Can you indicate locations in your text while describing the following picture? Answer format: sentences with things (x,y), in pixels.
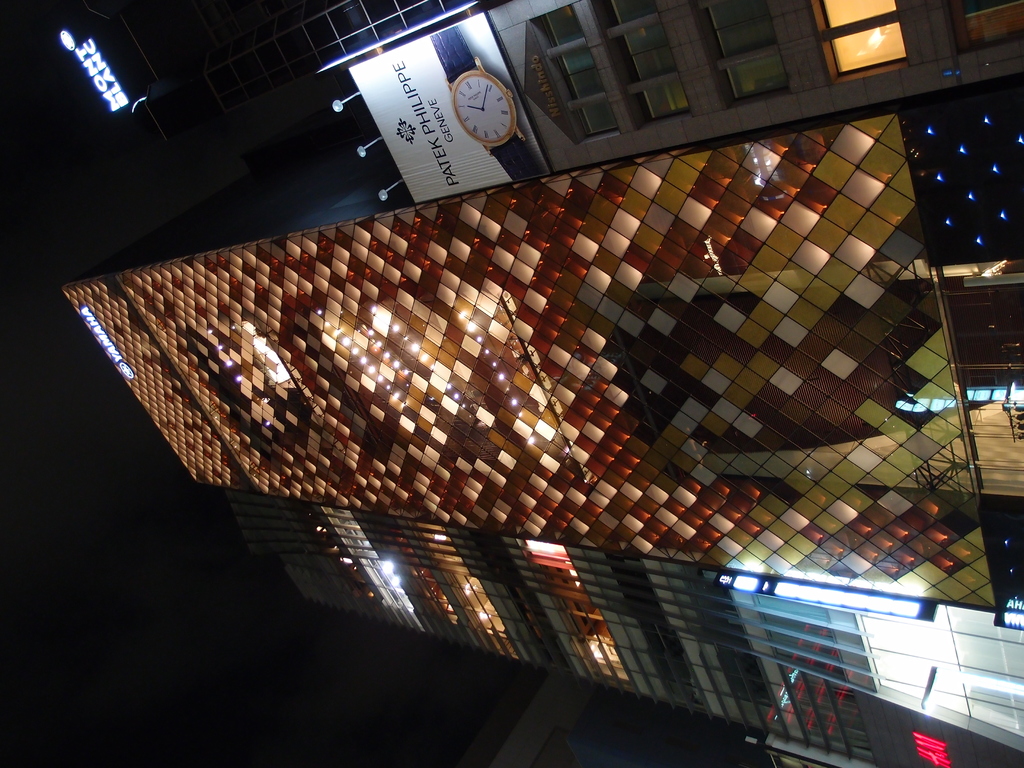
In this image we can see buildings (270,438), electric lights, name board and an advertisement (410,151).
